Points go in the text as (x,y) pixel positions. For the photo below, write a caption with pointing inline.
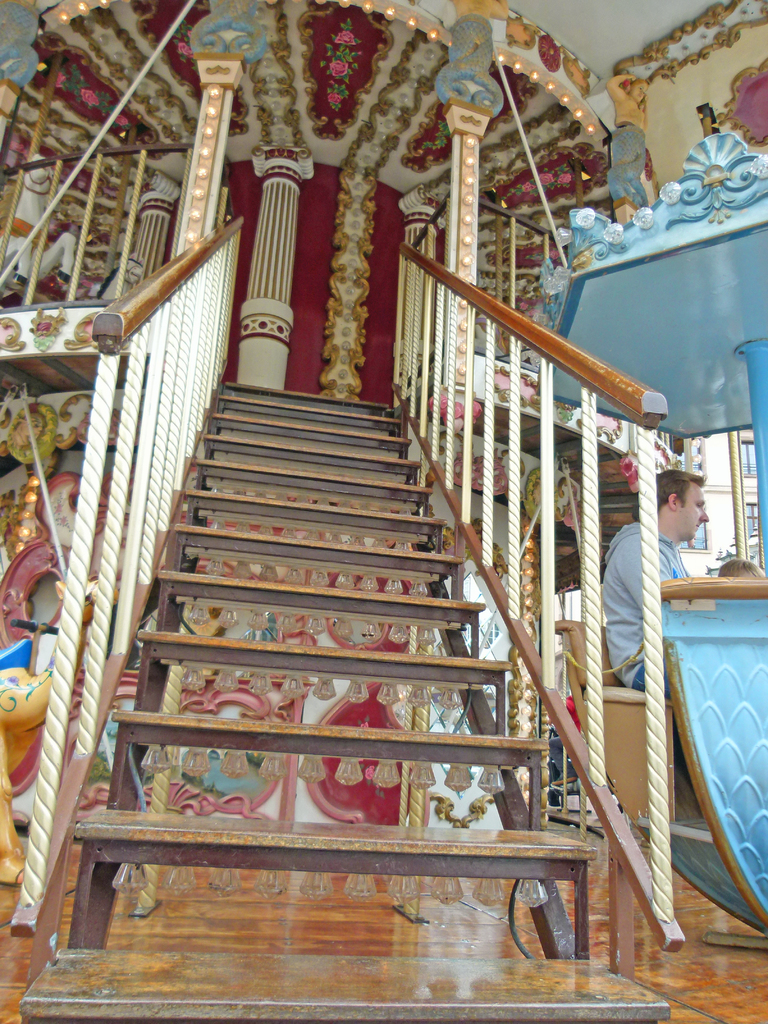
This picture shows stairs (206,997) and we see a man (667,579) seated and we see carvings (346,122) on the wall (67,517) and roof (430,74).
